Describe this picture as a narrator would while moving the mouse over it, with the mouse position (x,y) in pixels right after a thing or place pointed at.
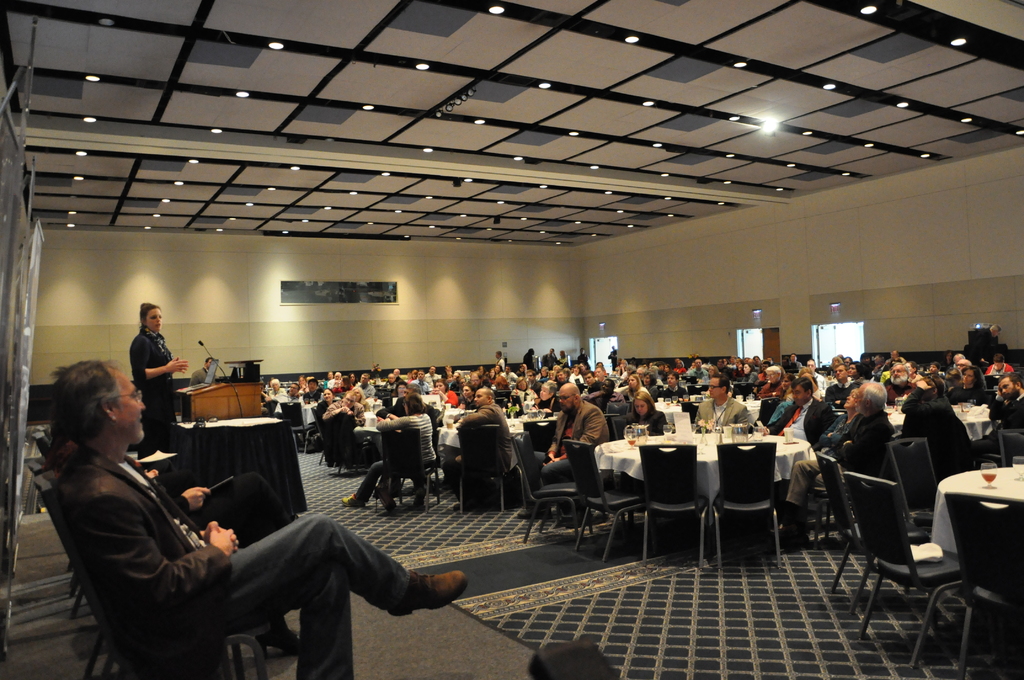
In this image there is a woman (168,347) standing, there is a podium (244,393), there are objects (229,375) on the podium (226,388), there are chairs (918,502), there are tables (959,479), there are clothes (779,459) on the tables (622,457), there are objects (664,430) on the clothes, there are a group of persons (234,535) sitting, they are holding an object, there is floor (453,637) towards the bottom of the image (438,633), there is a wall (419,294), there are objects (288,293) on the wall (247,286), there is an object (10,331) towards the left of the image (14,259), there is roof (409,68) towards the top of the image (470,111), there are lights (573,135), there is an object (567,667) towards the bottom of the image (582,659).
